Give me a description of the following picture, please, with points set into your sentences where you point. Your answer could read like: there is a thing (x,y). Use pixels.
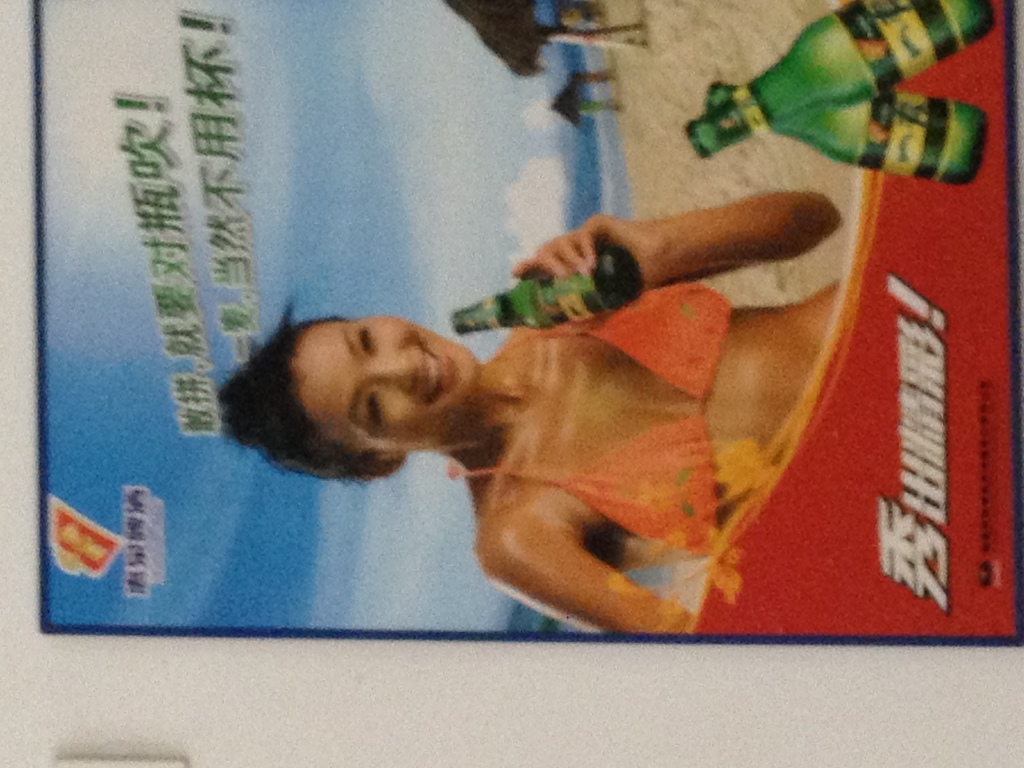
In this picture there is a poster (366,414) in the image.
